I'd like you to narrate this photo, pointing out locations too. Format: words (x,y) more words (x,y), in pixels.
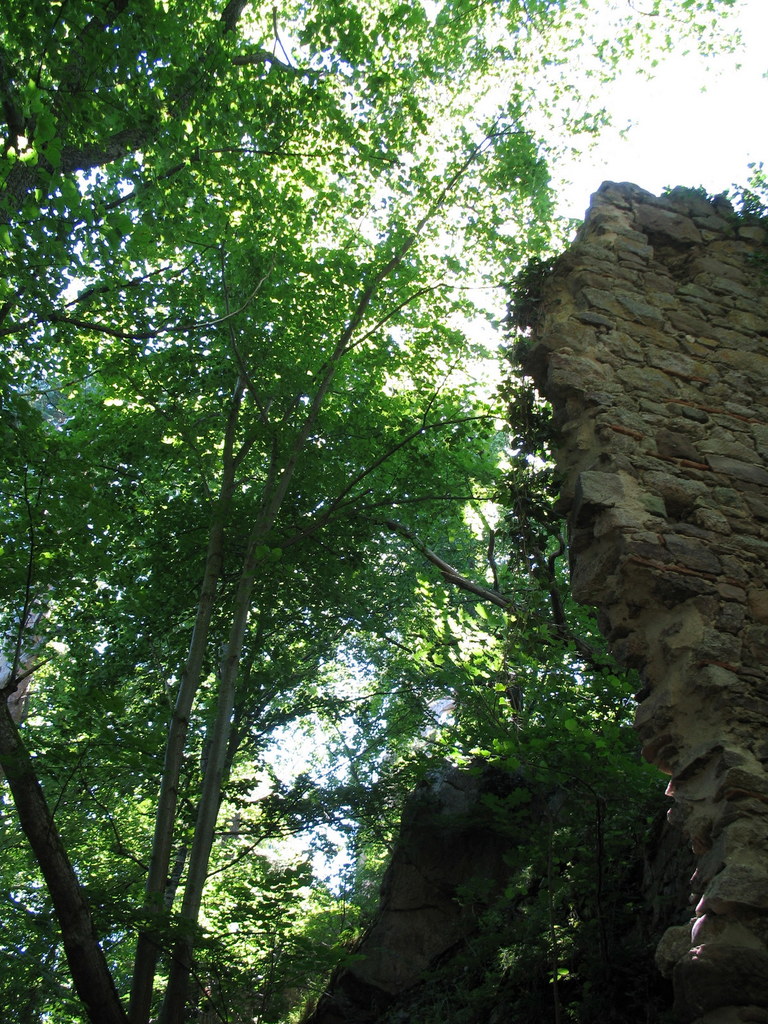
In this image I see trees (432,338) and I see a wall (752,262) over here which is made of stones (580,236) and I see the sky (682,180).
